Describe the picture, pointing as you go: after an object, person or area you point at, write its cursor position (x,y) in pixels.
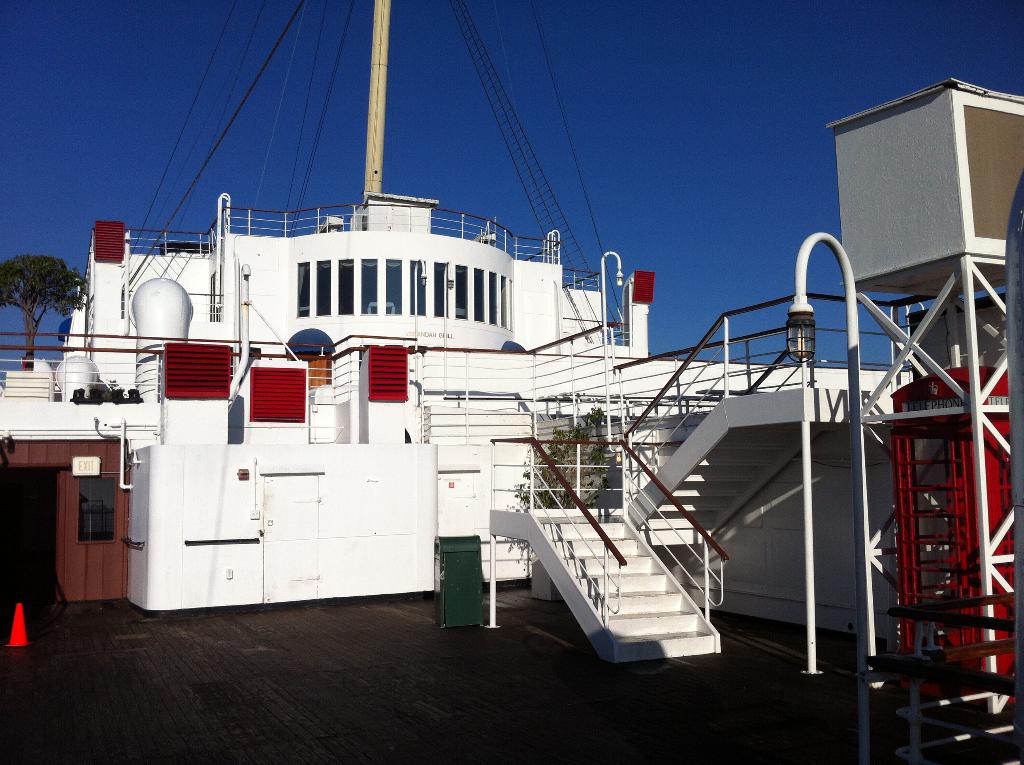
In this image it seems like a part of a ship (379,387) in which we can see there are a few poles (807,303), stairs (525,526), railing (821,296), trees (569,469), traffic cone (23,639), cables (545,191), floor (35,653) and a metal structure (864,197). In the background (708,127) there is the sky (726,145).
